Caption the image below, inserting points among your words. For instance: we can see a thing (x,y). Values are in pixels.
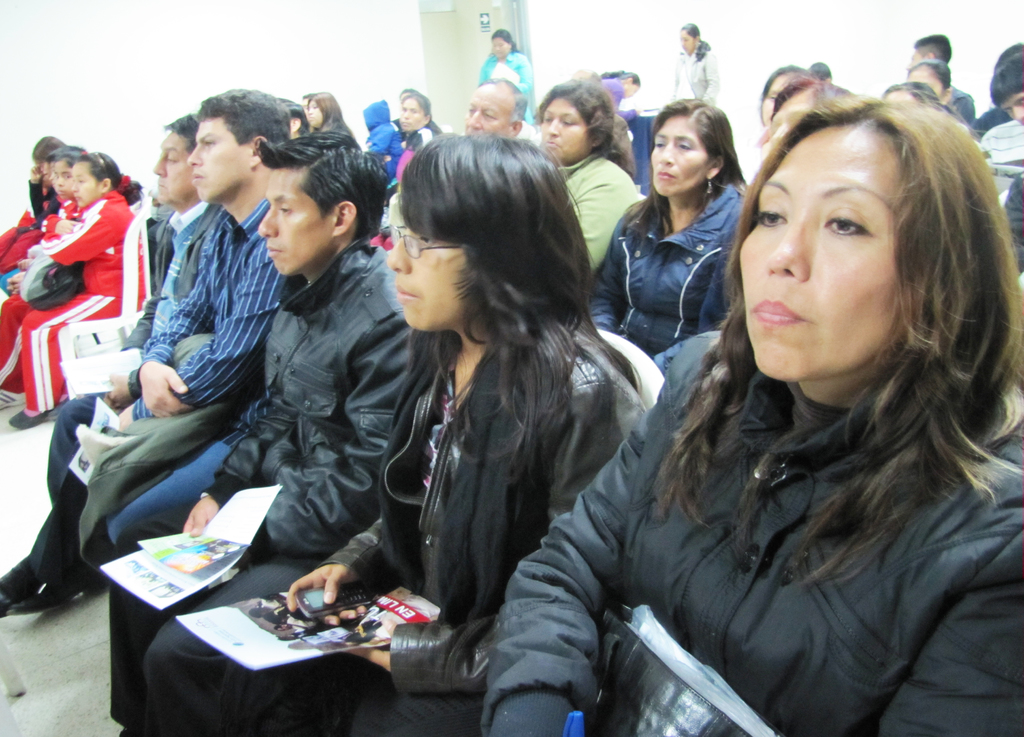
In this image few persons (855,181) are sitting on the chair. A woman (473,389) wearing a black jacket (441,489) is holding a mobile (334,609) and a book (316,629) in her hand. Beside there is a woman (795,609) having a bag (632,687). A person (238,337) wearing a blue shirt (215,347) is holding clothes (114,463). Top of image (512,58) few persons (504,70) are standing beside the door (466,60).
